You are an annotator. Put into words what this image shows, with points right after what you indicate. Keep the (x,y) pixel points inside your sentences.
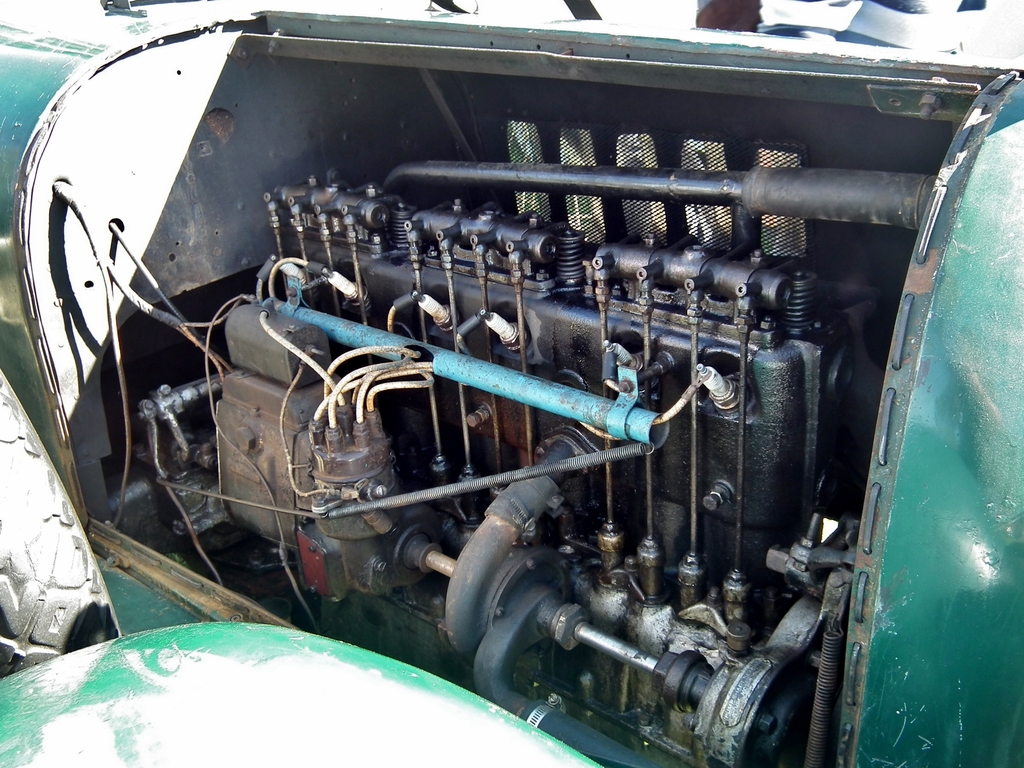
In the middle of this image (662,275), there is an engine (373,219) of a vehicle (309,41). On the left side (21,555), there is a wheel (43,555) of the vehicle (21,467). And the background is green in color.
